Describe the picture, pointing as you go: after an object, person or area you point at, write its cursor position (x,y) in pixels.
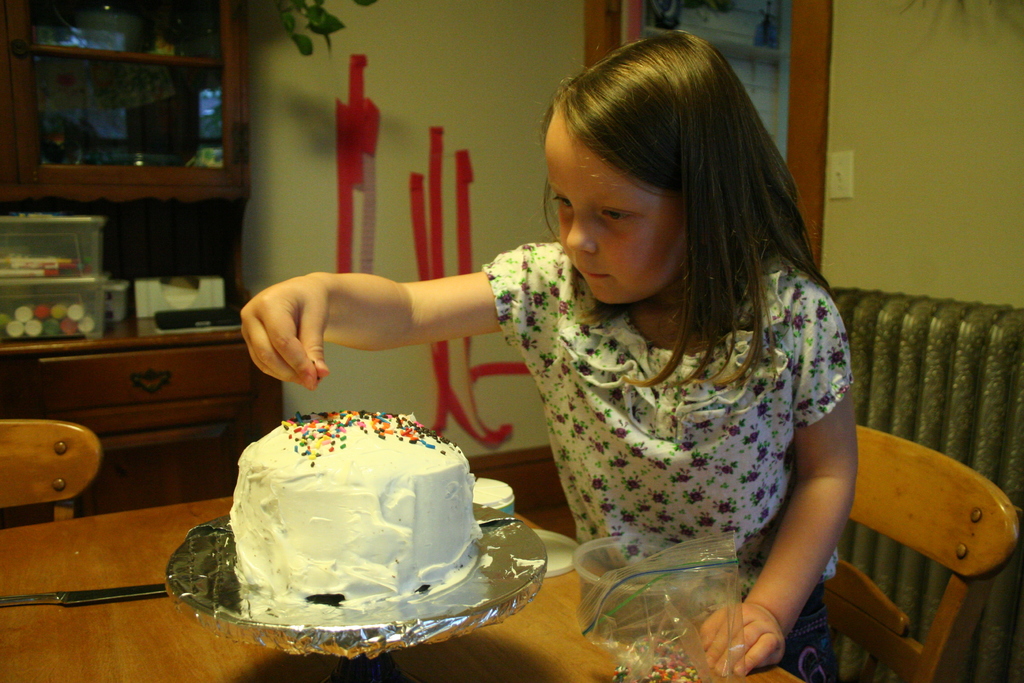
In this image there is a table (562,617) on that table (554,651) there is a cake (375,513), a child (629,495) is standing near the table (790,673), in the background (942,117) there is a wall (500,48) and a cupboard (87,211).
